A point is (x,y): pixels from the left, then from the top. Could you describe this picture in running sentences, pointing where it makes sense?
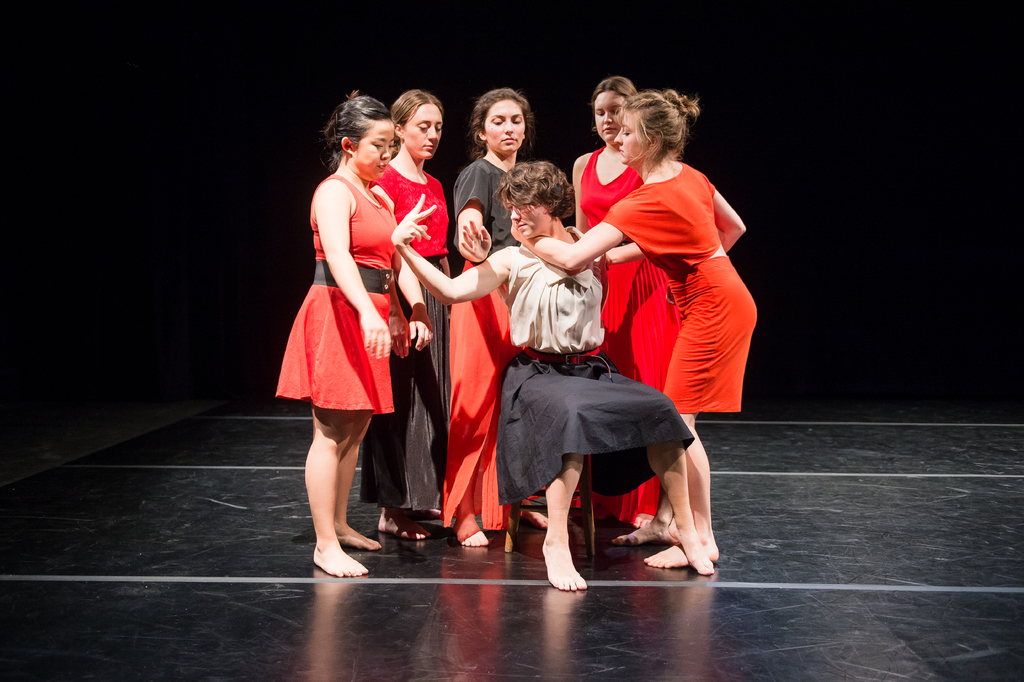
In this image we can see women (412,187) standing on the floor (633,563) and a person (544,379) is sitting on the chair (588,518).
